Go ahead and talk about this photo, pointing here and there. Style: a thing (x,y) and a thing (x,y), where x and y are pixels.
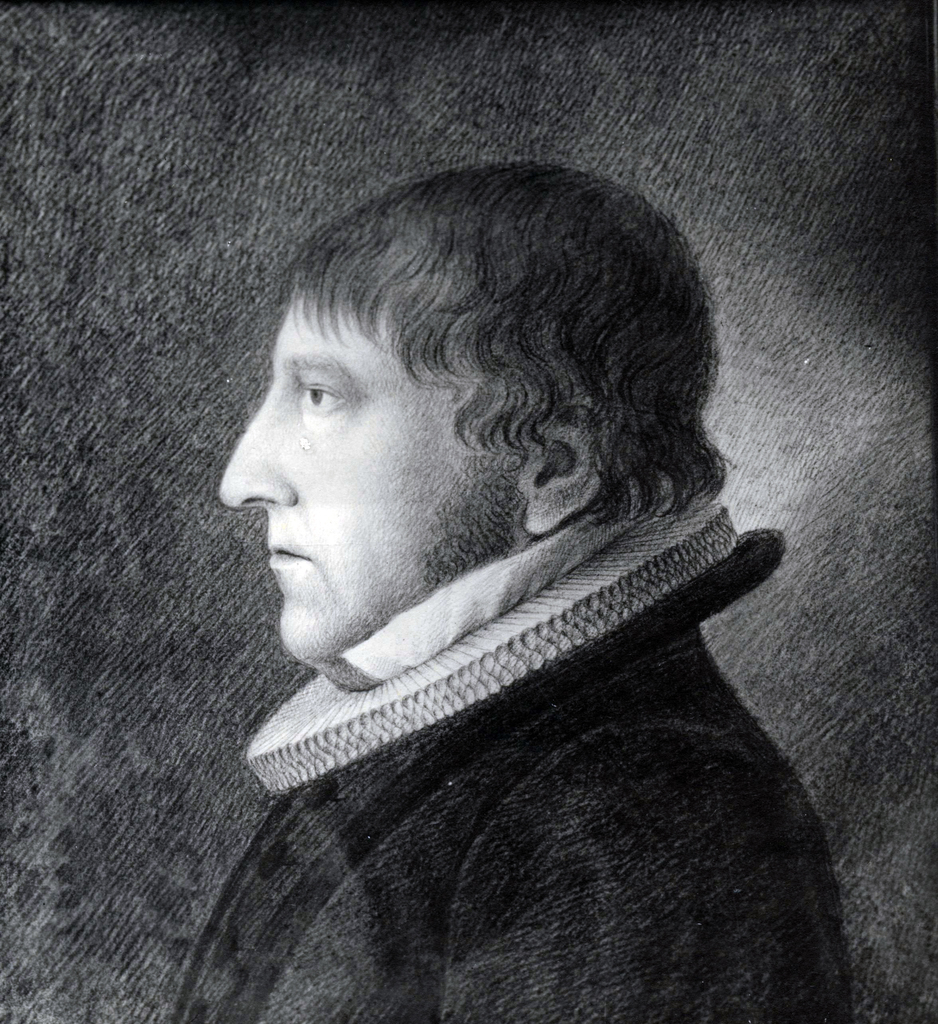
In this image I can see the person (582,877) and the image is in black and white.
